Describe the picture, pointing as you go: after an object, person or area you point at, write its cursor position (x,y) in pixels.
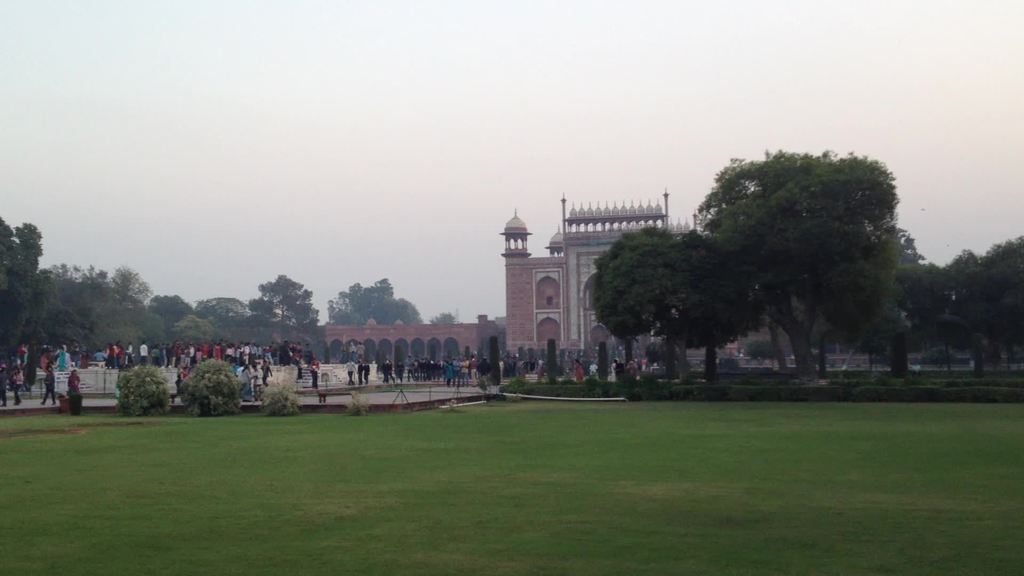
In this image we can see grass (498,479) on the ground (451,459). There are bushes (125,393). Also there are many people (50,363). And there are many trees (60,300). And there is a monument (510,300). In the background (415,109) there is sky (460,109).
